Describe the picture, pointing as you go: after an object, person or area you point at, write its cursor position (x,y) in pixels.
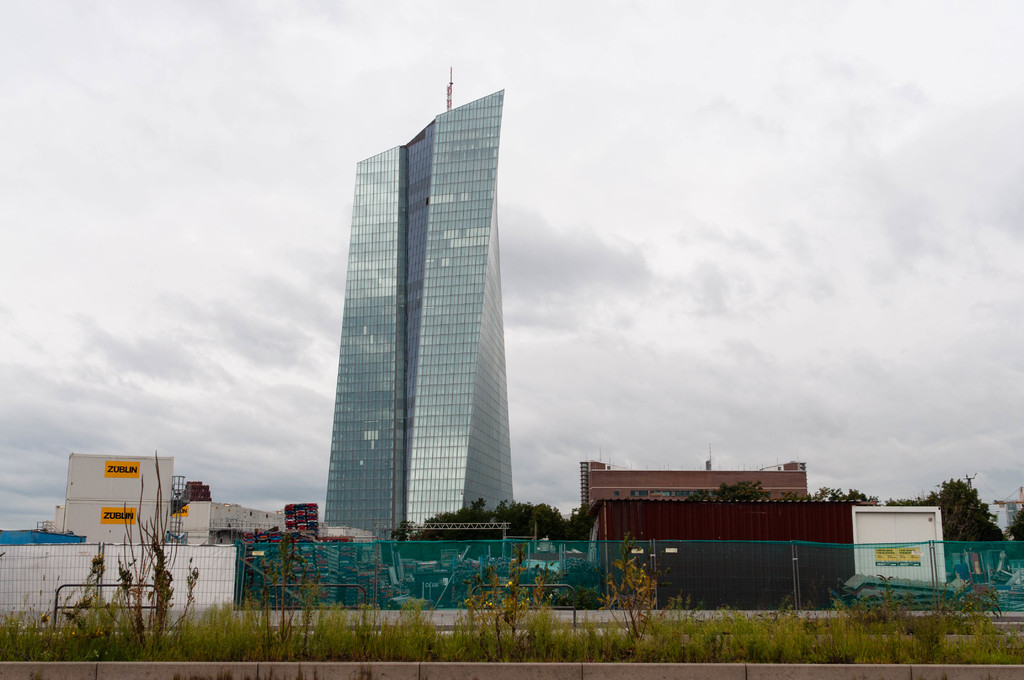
At the bottom of this image (958,631), there are plants (326,645). In the background (352,570), there is a fence (1013,555), there are buildings (645,477), trees (986,525), posters (903,551) and there are clouds (354,166) in the sky (578,265).
